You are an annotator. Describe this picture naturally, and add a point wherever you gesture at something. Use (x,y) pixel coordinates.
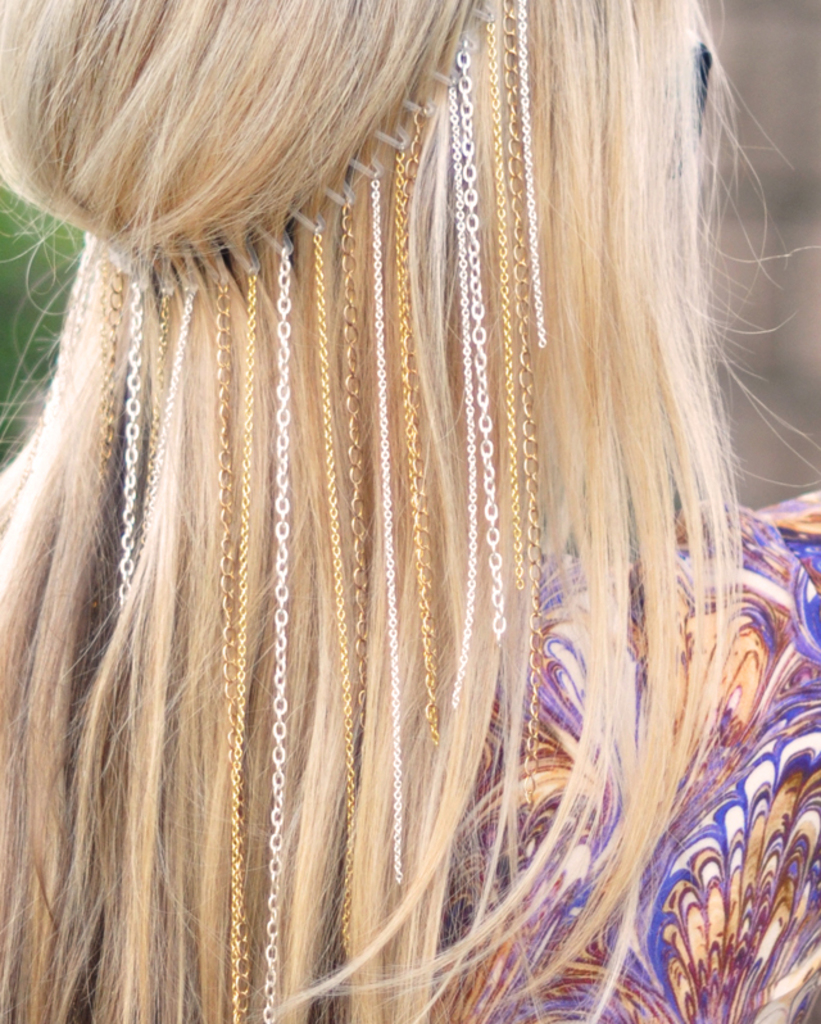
In the image in the center (530,529), we can see one person (545,602). On the hair (625,857), we can see one hair band (394,143) and a few chains (453,126) are attached to it.
